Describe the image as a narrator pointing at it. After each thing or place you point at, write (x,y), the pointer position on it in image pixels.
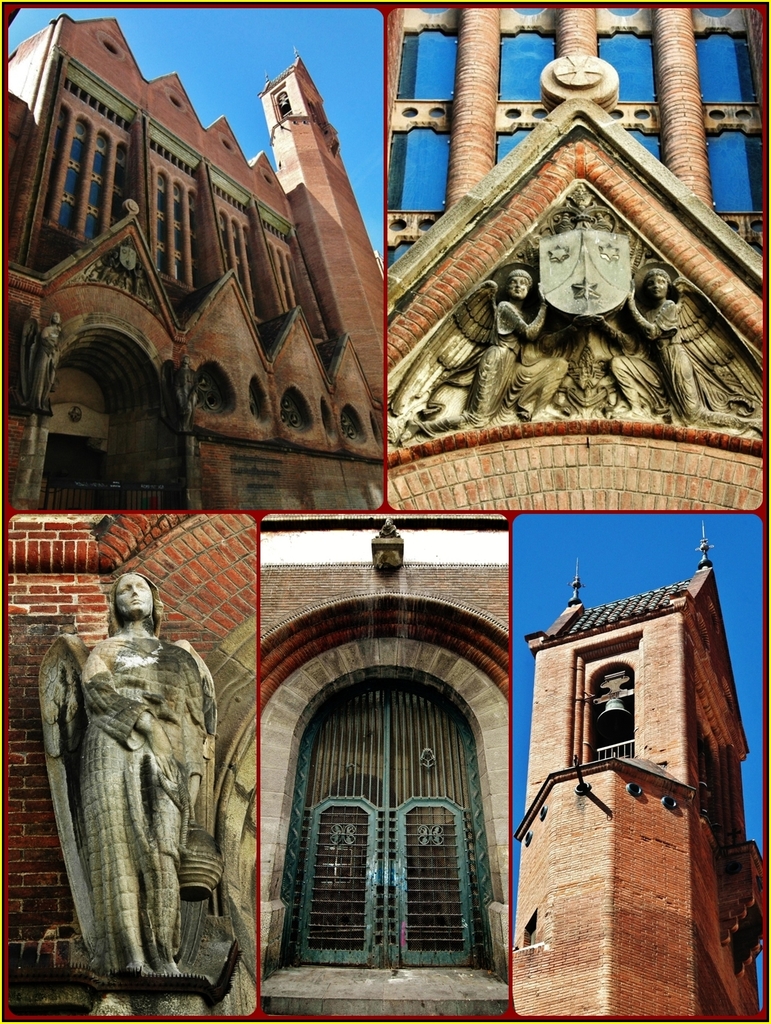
This is a collage image. In the top left corner (252,140) we can see a building (180,312), door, windows (75,179), sky (177,46). In the top right corner (691,82) we can see a building (562,204) and sculptures (558,303). In the bottom left corner (206,899) we can see a statue (137,701) and wall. In the bottom right corner (675,795) we can see a building (650,786), bell (603,715), roof (631,613) and sky (581,595). At the bottom of the image (386,807) we can see a door (399,831) and wall (424,618).
